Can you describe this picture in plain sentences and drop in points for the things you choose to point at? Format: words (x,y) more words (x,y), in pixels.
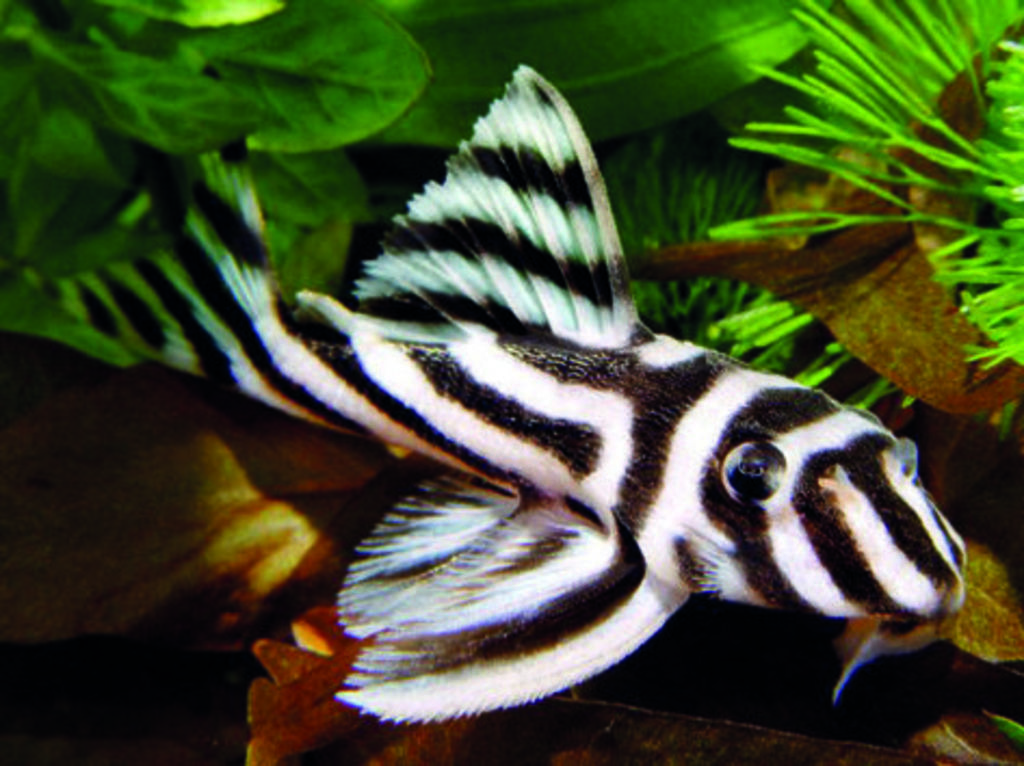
In this image there is a fish (416,418) and few plants (939,145).
